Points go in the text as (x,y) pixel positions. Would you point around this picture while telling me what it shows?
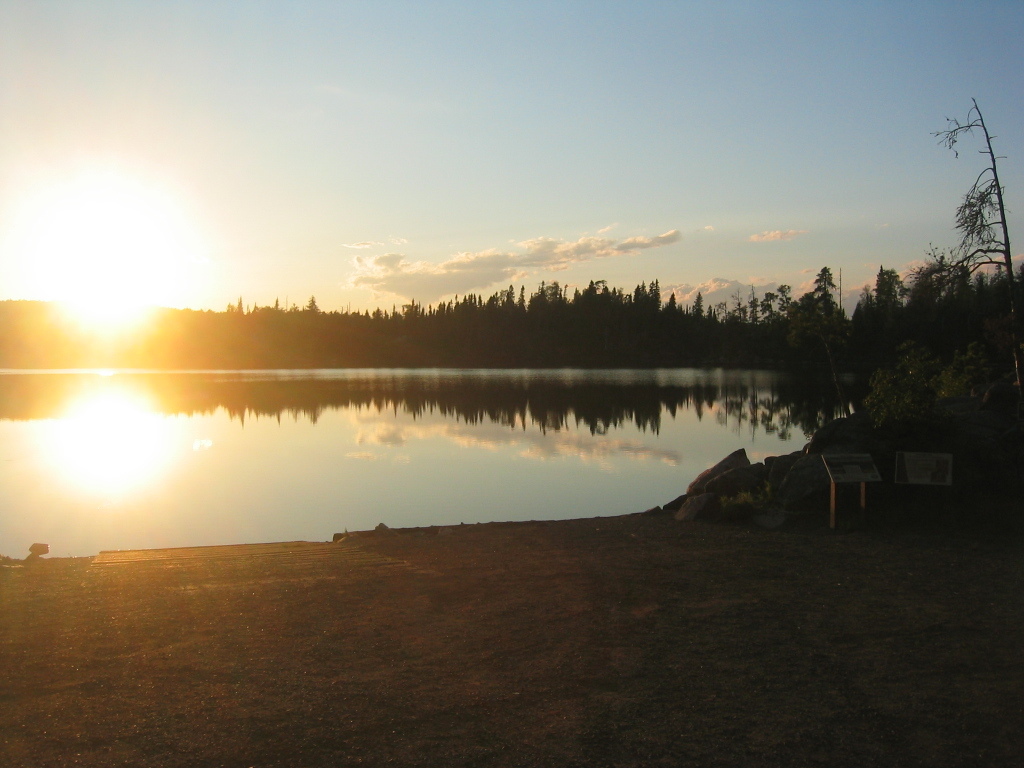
In this picture we can see there is a lake (493,447), trees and the sky (307,48). In front of the lake (484,407), they are looking like rocks (721,470) and poles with boards (920,471).
